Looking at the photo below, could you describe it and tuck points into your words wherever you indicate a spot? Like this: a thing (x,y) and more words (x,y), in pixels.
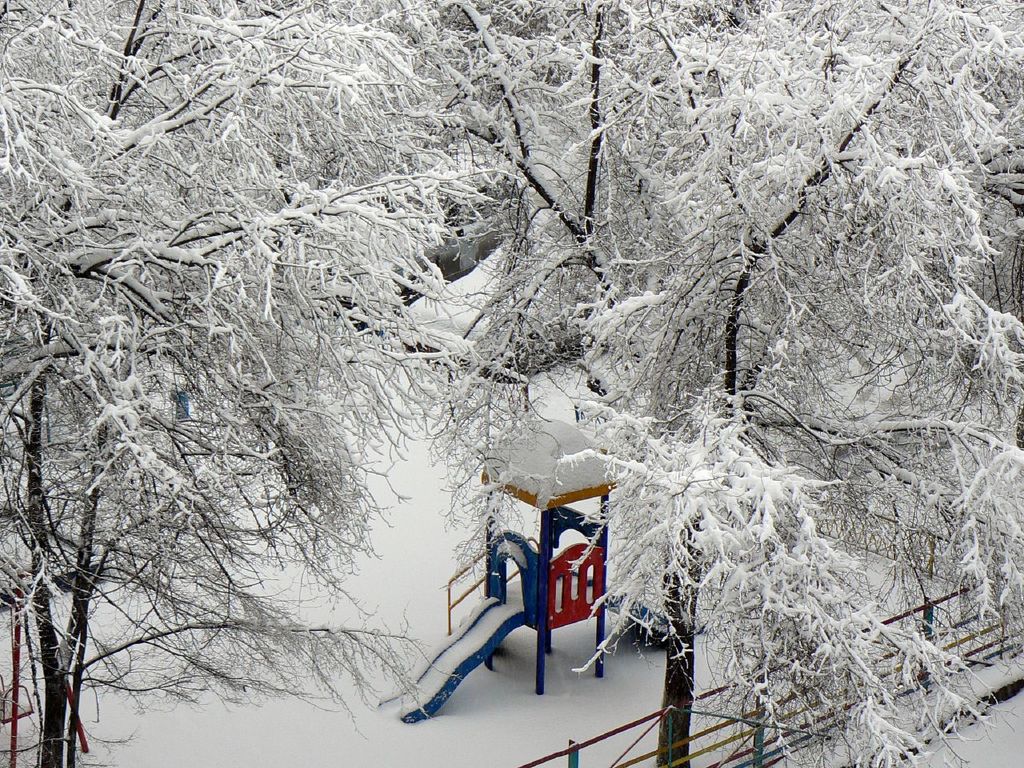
In this image there is a play structure (501,570) and a slider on the surface of the snow (431,569), in the background of the image (723,200) there are trees (383,423) covered in snow (415,126).
